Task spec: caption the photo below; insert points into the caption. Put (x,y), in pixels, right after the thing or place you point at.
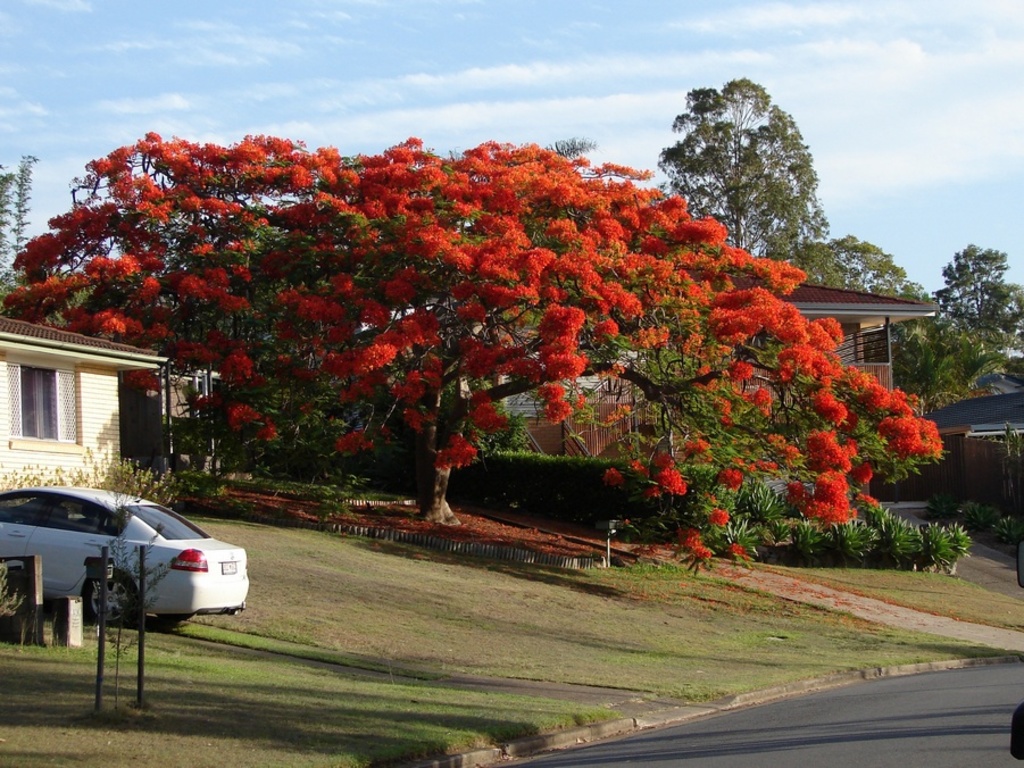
In this image I can see the road (852,741). On the left side (91,523) there is a car (91,523) and a building (81,422). There is a tree (294,331) in center of the image (475,386). At the top (525,73) I can see clouds (604,92) in the sky (412,68).
